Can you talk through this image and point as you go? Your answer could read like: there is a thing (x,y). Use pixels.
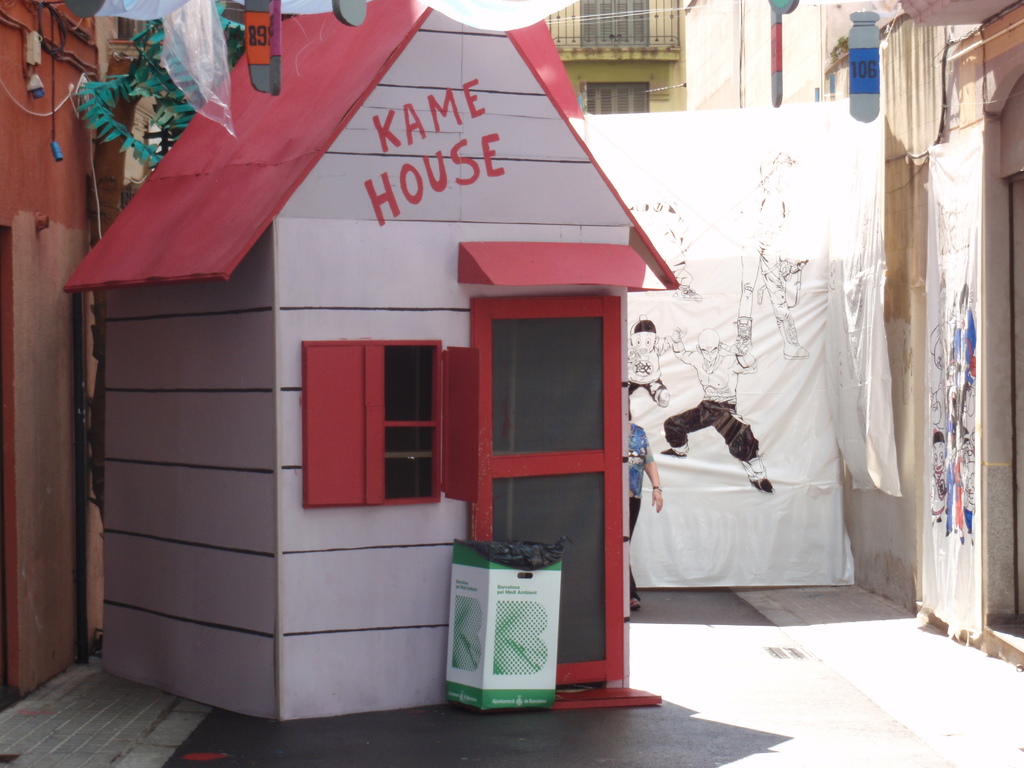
This looks like a small house (403,430) with a door (530,354) and a window (406,441). I think this is a cardboard box (470,677). Here is a person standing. This looks like a banner (683,352) with the pictures (733,375) on it. These are the buildings (750,62) with the windows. I can see the paper crafts (865,28), which are hanging.
